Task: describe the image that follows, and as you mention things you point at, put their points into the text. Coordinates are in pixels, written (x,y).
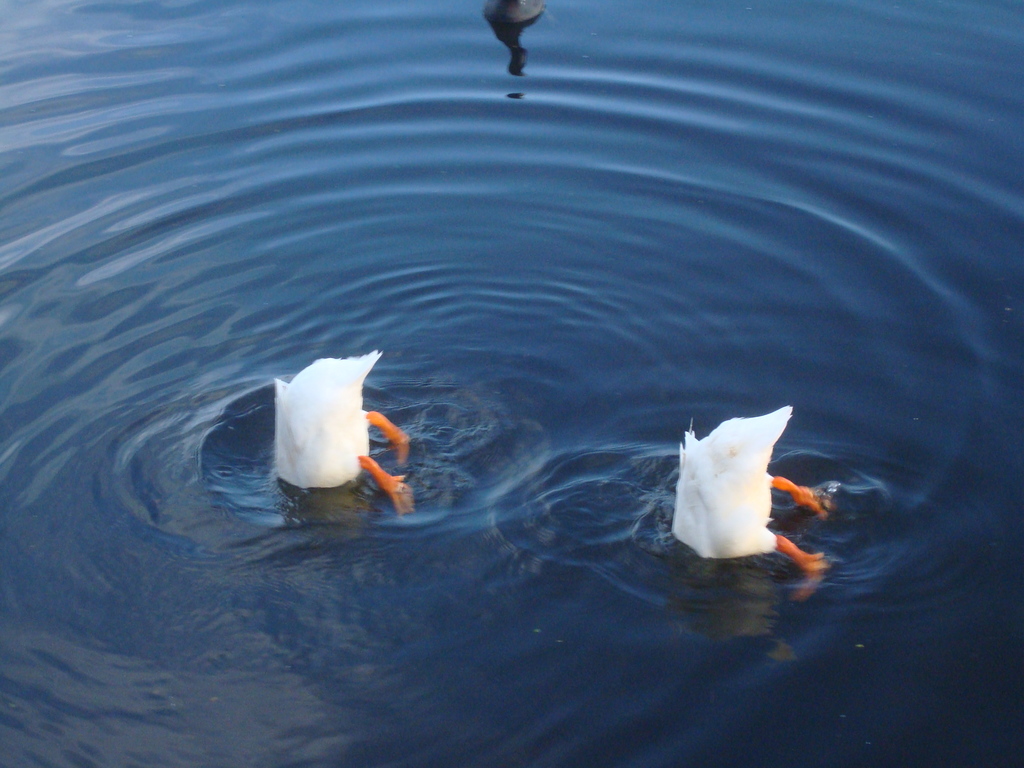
In the foreground of this picture (724,481), there are two white ducks (694,479) in the water (659,462) and a black colored duck (510,15) on the top side of the image (519,1).
